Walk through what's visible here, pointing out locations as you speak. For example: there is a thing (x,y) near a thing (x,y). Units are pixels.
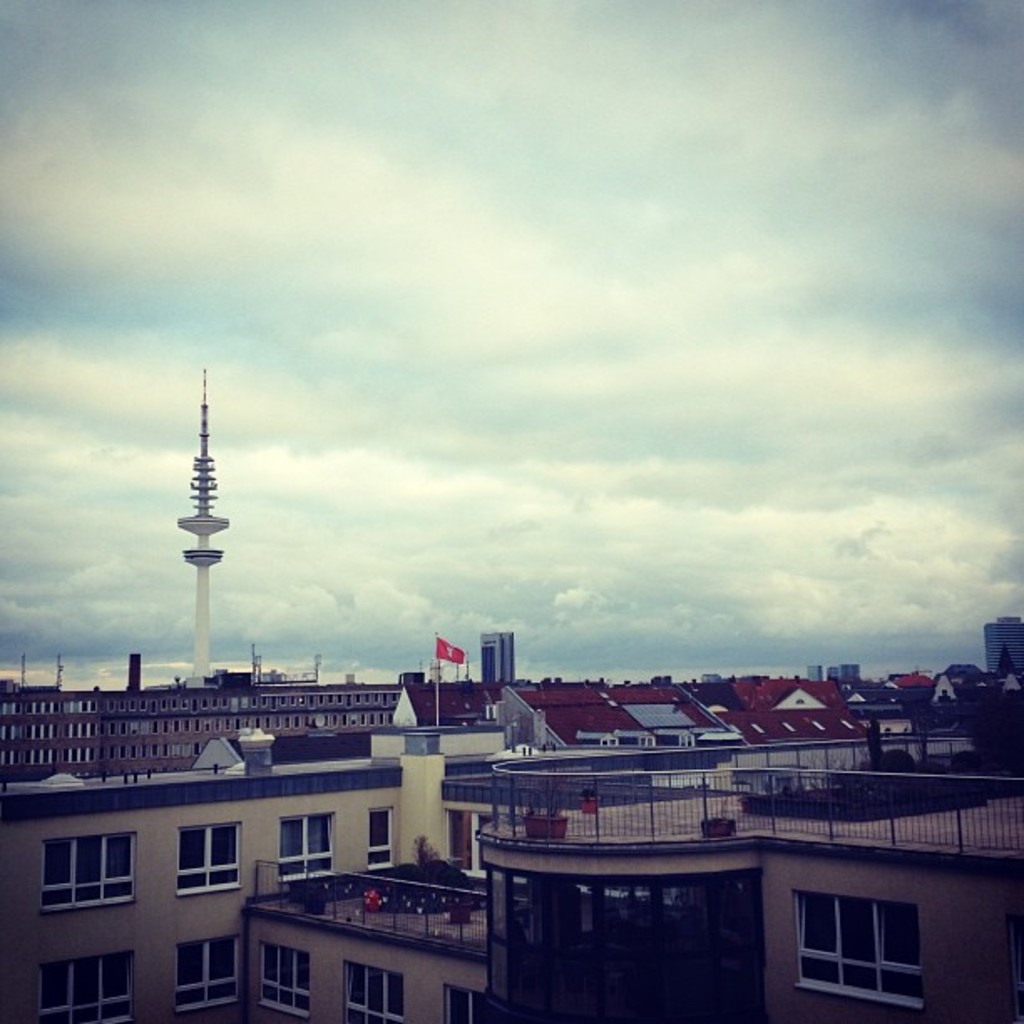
Here there are houses (723,721) and buildings (540,872) with the windows (567,913), here there is tower (192,476), this is flag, this is sky (631,364).
